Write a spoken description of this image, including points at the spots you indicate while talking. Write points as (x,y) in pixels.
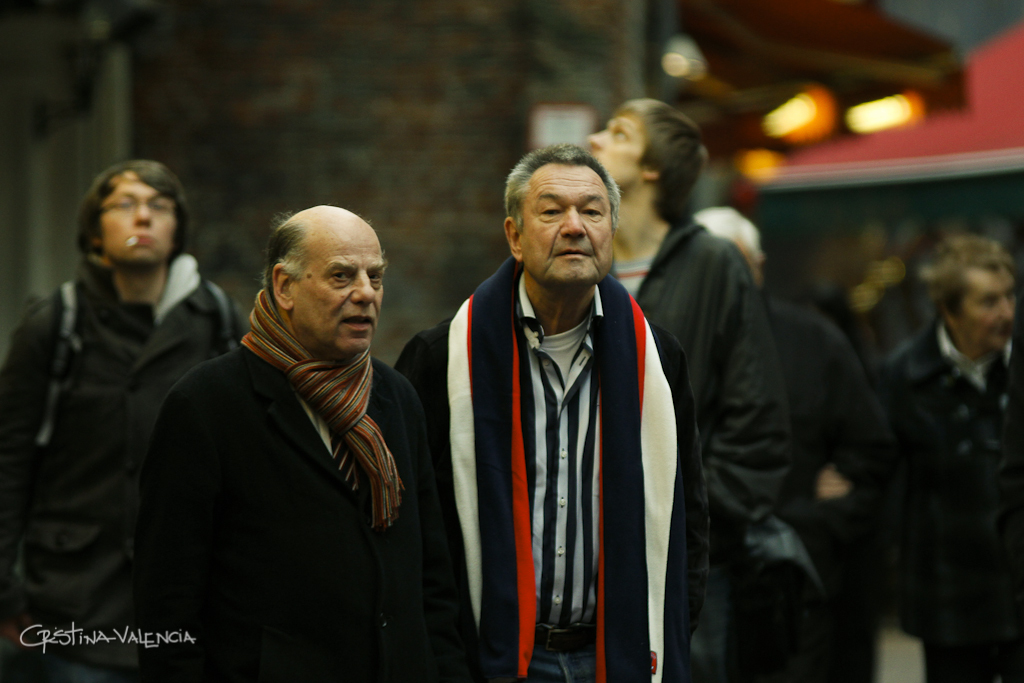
In this picture we can see a group of people (634,440) and in the background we can see lights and some objects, in the bottom left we can see some text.
